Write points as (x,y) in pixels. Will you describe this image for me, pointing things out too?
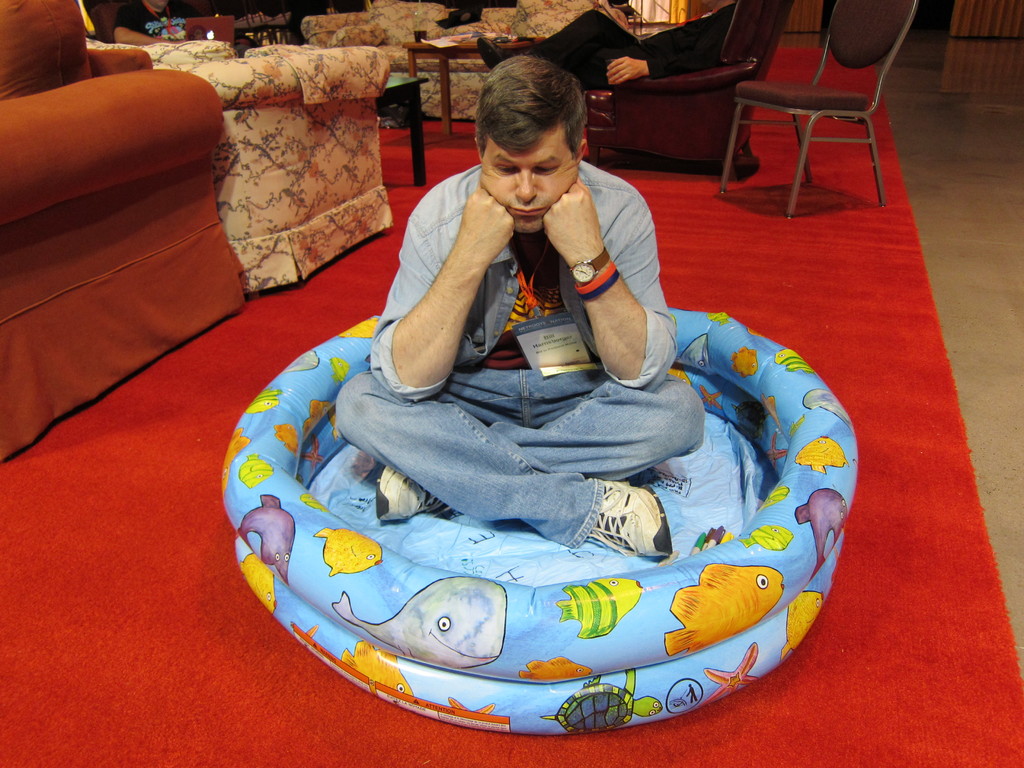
In this picture we can see man (608,203) sitting on balloon type tub (715,523) with hands (491,228) keeping to his cheeks (504,197) and in background (597,93) we can see person (573,31) sitting on chair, sofa (377,39), table (434,53), carpet (728,216).
